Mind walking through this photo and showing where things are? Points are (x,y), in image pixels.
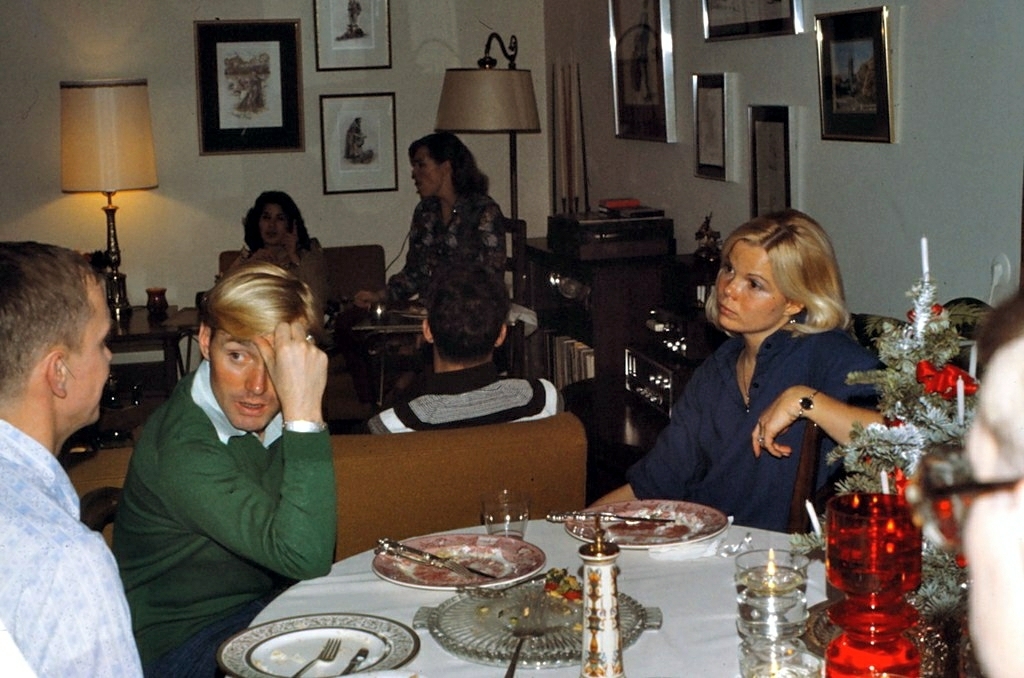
In this image I can see few people (62,256) are sitting. I can also see a table (338,583) and on this table (681,587) I can see few plates (474,562), few glasses (745,605), few spoons (419,556). On these walls (386,81) I can see few frames (693,98) and here I can see two lamps (474,94).
